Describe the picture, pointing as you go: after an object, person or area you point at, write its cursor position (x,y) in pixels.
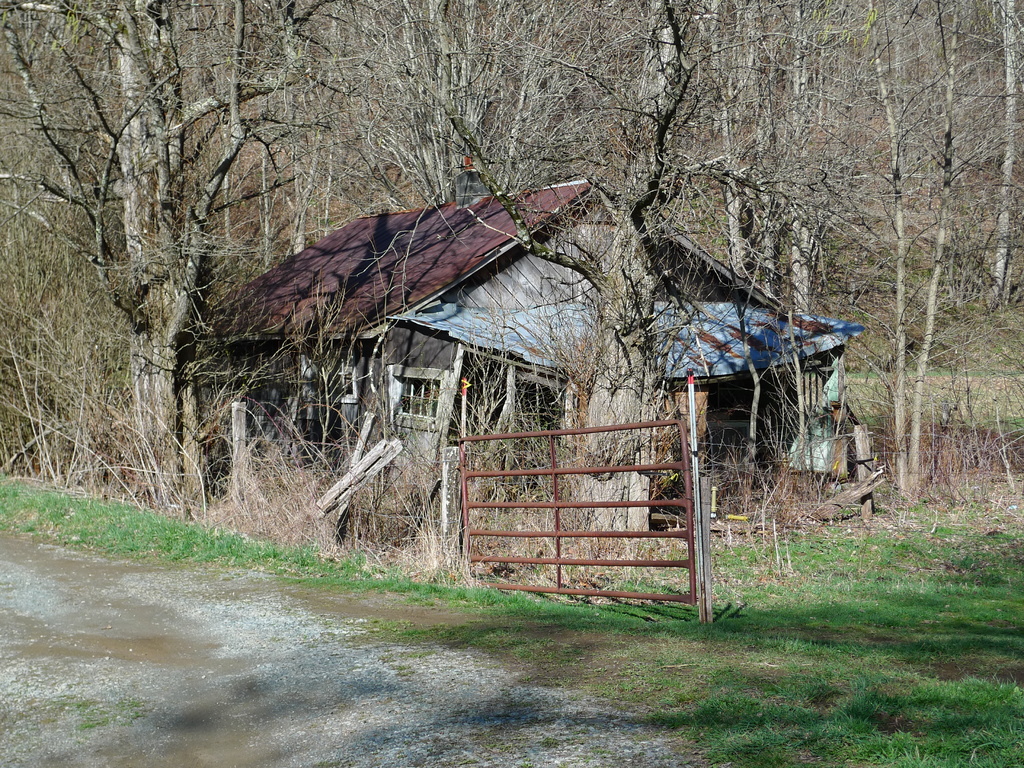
In the center of the image (577,433) we can see a gate (530,535), a building (416,334) with a roof (433,221). In the background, we can see a group of trees (662,282).
